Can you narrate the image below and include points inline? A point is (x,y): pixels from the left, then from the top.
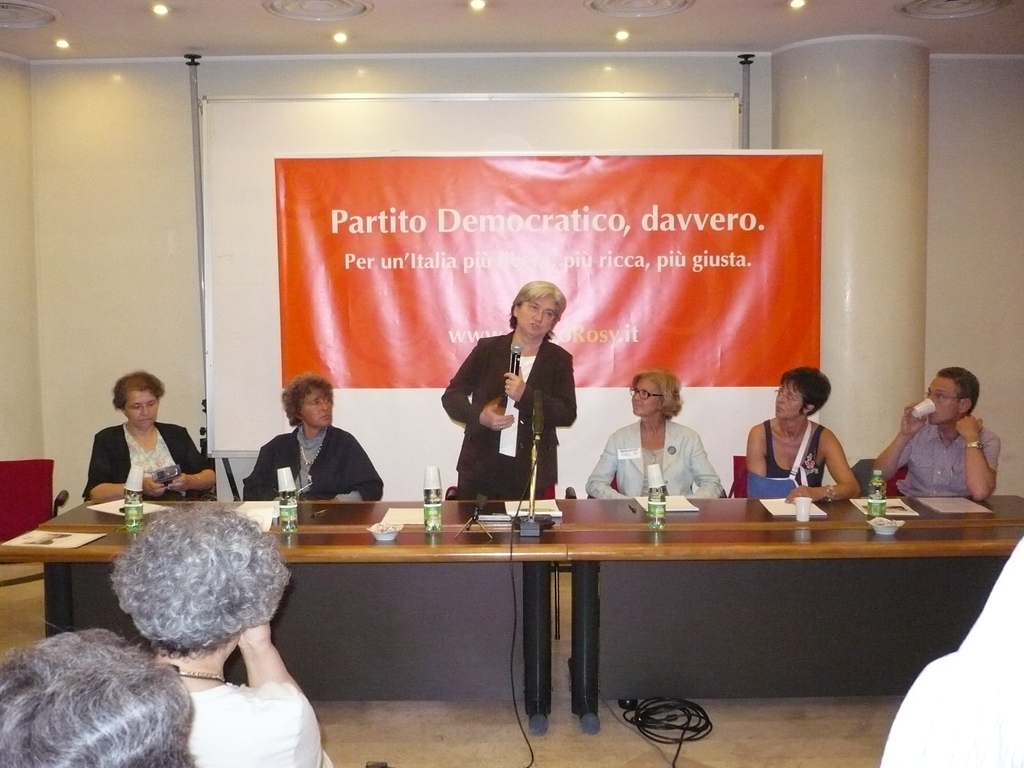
In this picture there are so many people (645,393) are there and some people (180,438) they are sitting on the chair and one person (514,385) she is standing and holding the mike (513,350) in front of the table (605,523) and some people (218,716) are sitting and the table (533,561) has bottles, papers (403,521), bowl (386,533), books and behind the person (497,359) one poster (694,361) is there background (127,216) is white.
